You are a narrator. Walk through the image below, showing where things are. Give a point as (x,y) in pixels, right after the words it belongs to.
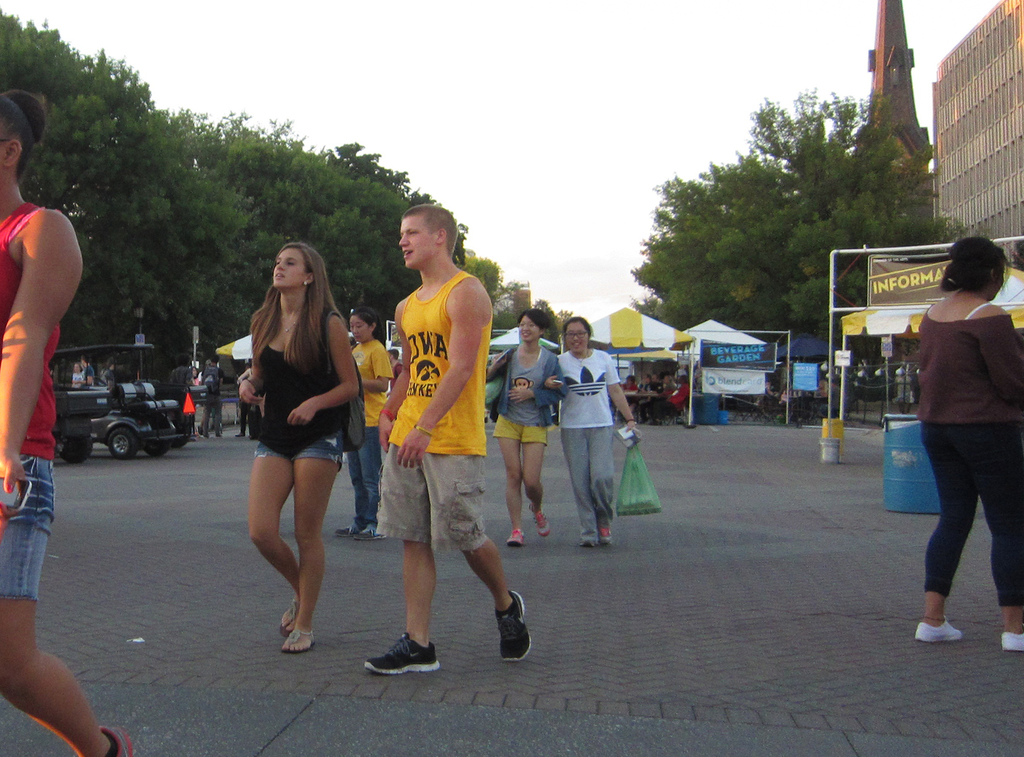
In this image we can see there are many people (990,286) walking on the road (738,605), and on the right side (986,90) we can see there is a building (963,89), and in the middle (359,271) there are many trees (813,112), on the left side there is a vehicle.
